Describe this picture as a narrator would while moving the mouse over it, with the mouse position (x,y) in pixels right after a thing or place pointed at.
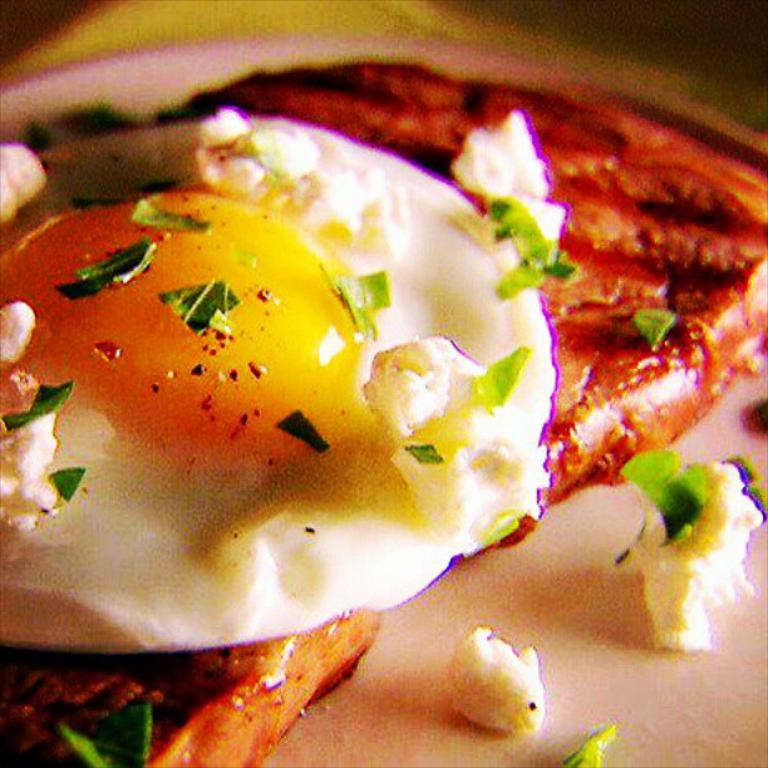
This is a zoomed in picture. In the center (485,355) we can see a half boiled egg (425,293) and some food items (525,112).
